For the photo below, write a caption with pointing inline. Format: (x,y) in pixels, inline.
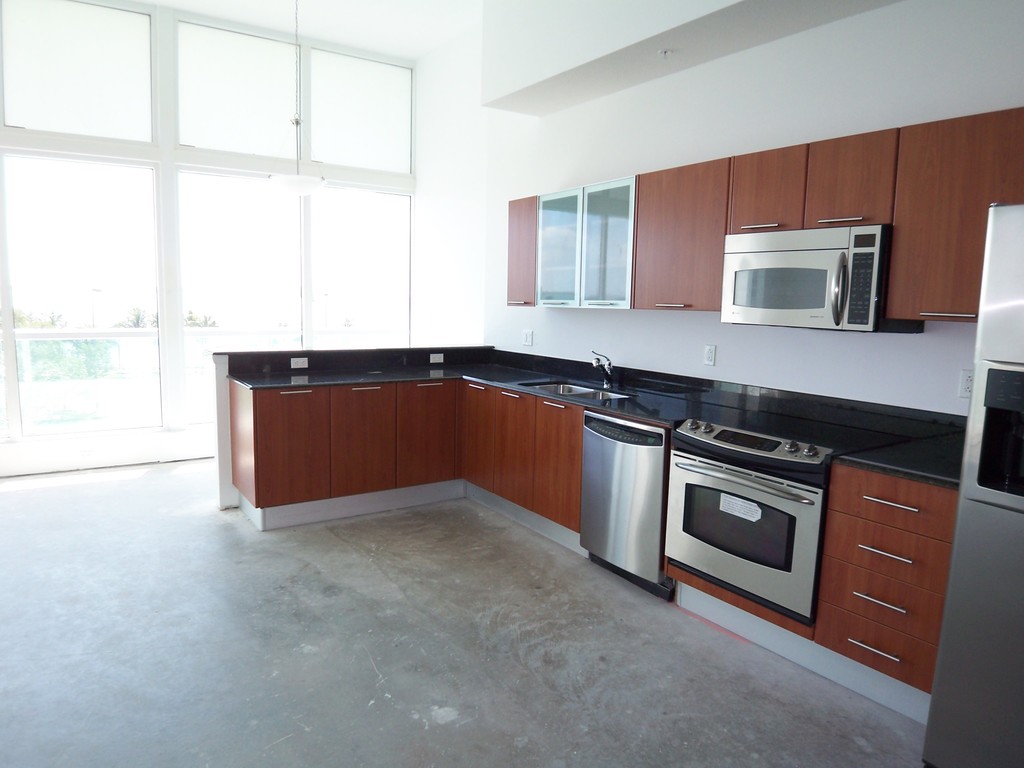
This is an inside view of a kitchen (473,233). On the right side (867,584), I can see the table cabinets (666,454) and refrigerator (981,489). At the top (711,185) there are few cupboards (799,216) and a micro oven (782,262). On the left side (17,213) there is a glass (44,252) through which we can see the outside view.
